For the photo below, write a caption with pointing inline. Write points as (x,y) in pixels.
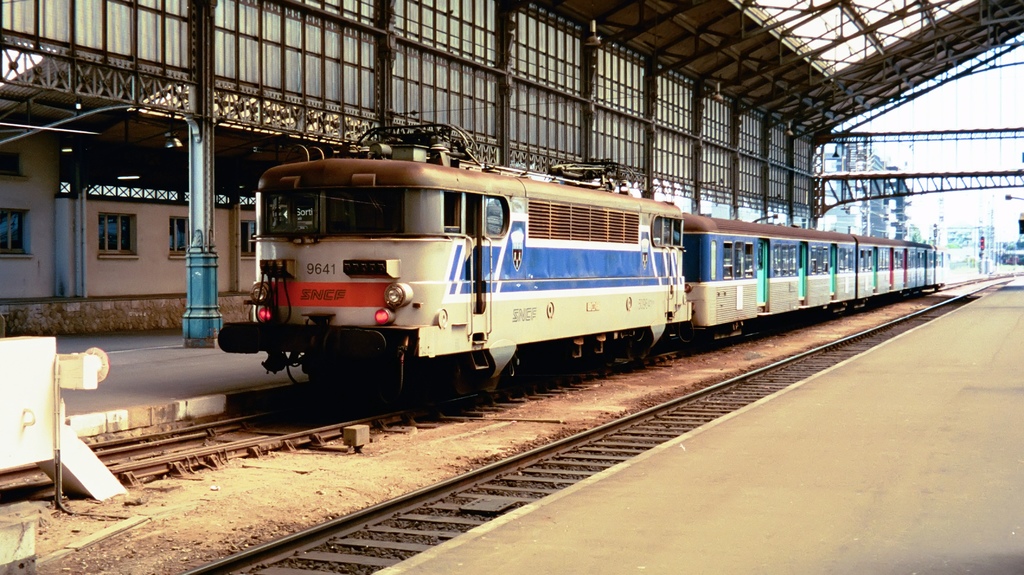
In this picture we can see a train (684,303) and two railway tracks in the middle (659,299), on the left side (100,400) there is a platform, we can see buildings (892,191) and the sky (941,164) in the background (988,150).
